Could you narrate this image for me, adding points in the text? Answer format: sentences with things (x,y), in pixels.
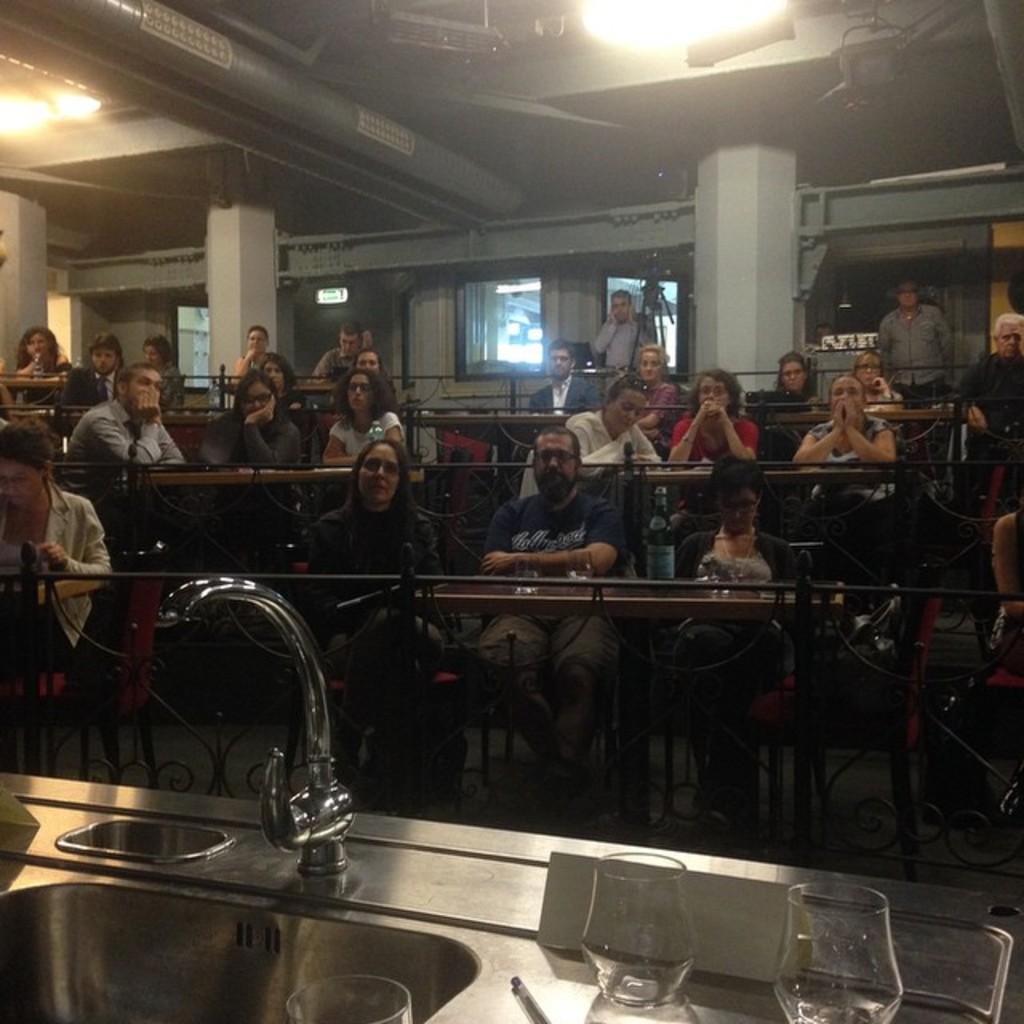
In this image there are group of persons (578,444) sitting on the chairs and at the foreground of the image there is a tap (276,804) and glasses (648,886).
